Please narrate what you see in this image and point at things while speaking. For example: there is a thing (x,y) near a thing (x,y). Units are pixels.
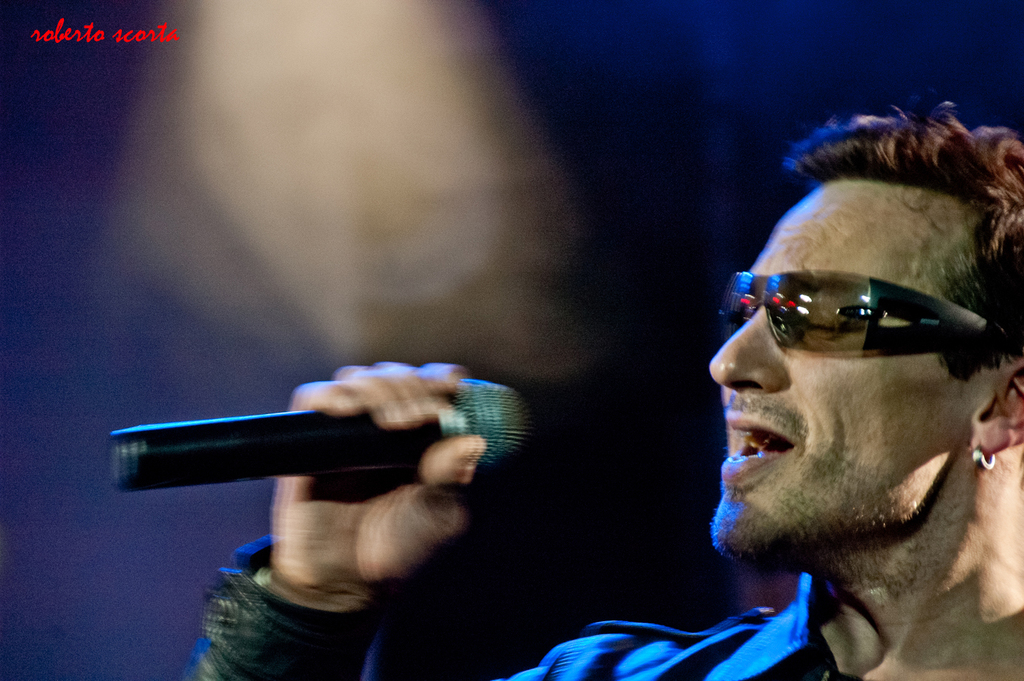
On the right side (976,272), there is a person (948,667) in blue shirt (611,626), holding a mic (514,432) and singing. In the top left (131,30), there is a watermark (162,40). And the background (85,497) is blurred.
